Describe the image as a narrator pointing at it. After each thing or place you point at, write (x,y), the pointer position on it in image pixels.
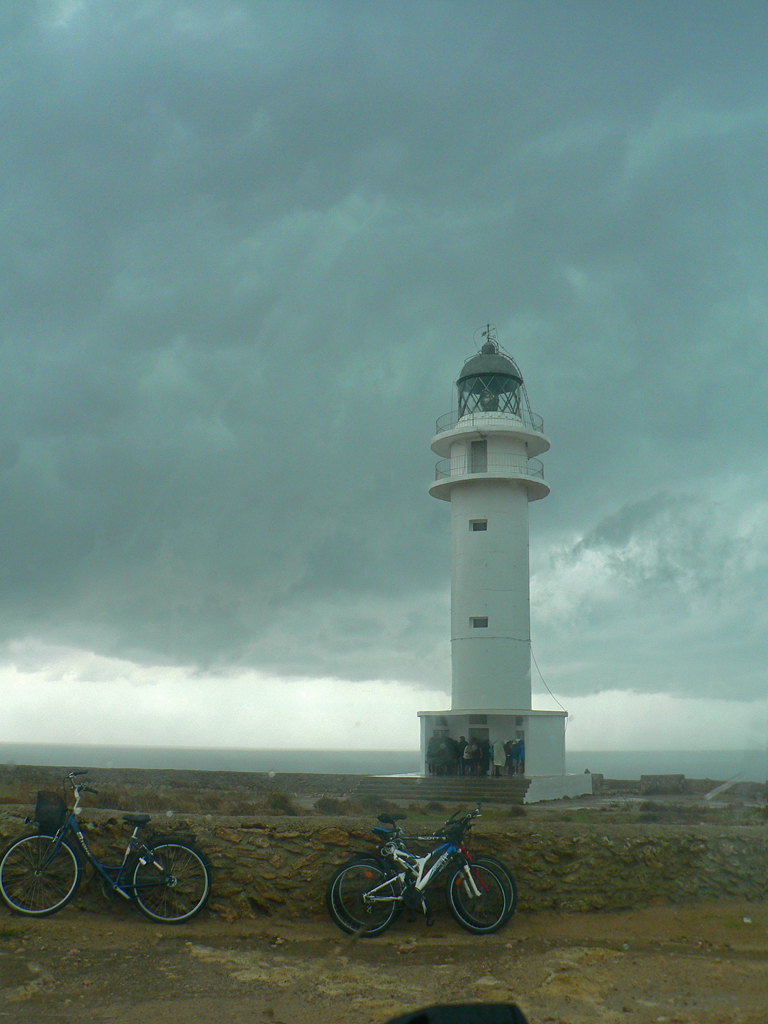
In this picture there is a tower (508,547) on the right side of the image (516,595) and there are bicycles (53,855) at the bottom side of the image (45,850), there is sky (348,339) at the top side of the image (378,240).
